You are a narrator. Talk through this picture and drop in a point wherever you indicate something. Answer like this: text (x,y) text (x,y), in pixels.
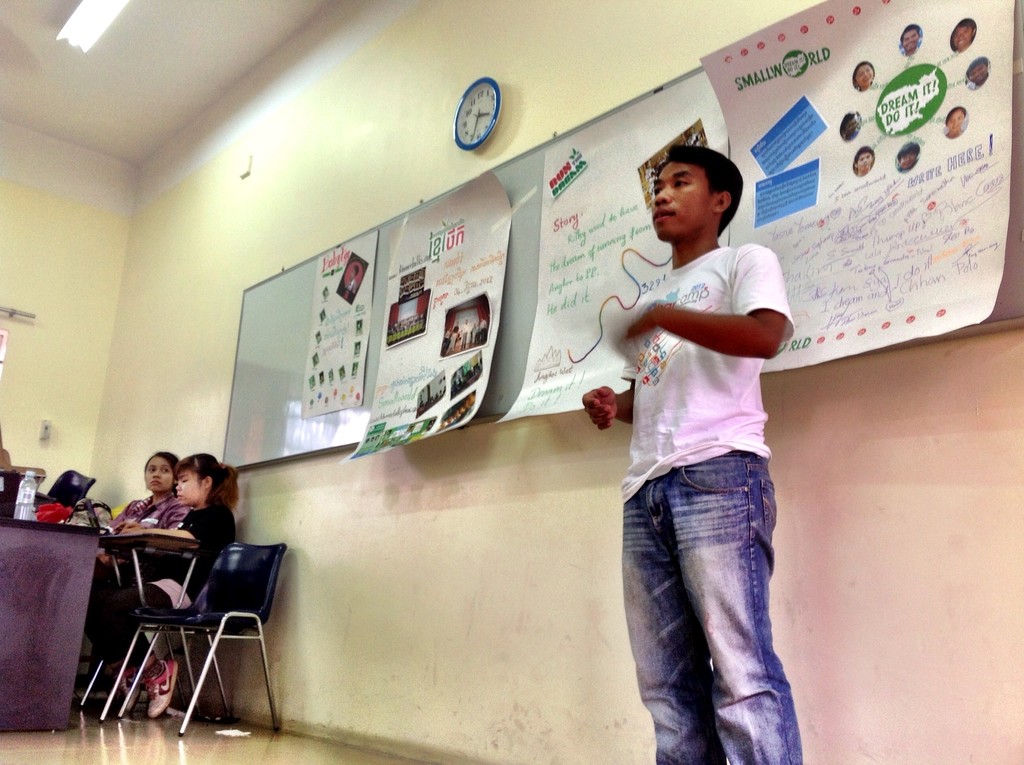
The picture is clicked inside a classroom (178,240) where two people (194,514) are sitting to the left side of the image (203,580) and a guy (657,515) is explaining. In the background (343,355) there are many posters (464,350) attached to the board (529,199). There is also a light (78,32) fitted to the roof (203,66).
